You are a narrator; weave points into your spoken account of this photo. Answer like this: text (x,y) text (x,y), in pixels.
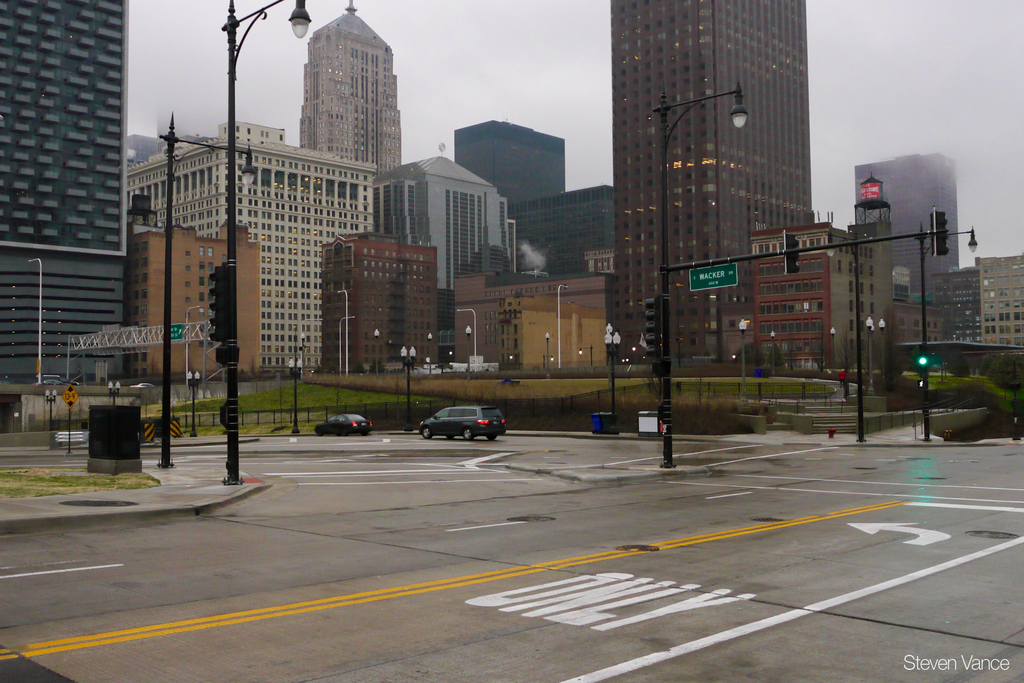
In this image there is a road (510,584) at bottom of this image (545,554) and there are some vehicles (439,429) in middle of this image (360,422) and there are some buildings (683,297) in the background (139,308) and there is a sky (476,60) at top of this image (564,90). there are some current poles (664,305) as we can see in middle of this image (672,451).
